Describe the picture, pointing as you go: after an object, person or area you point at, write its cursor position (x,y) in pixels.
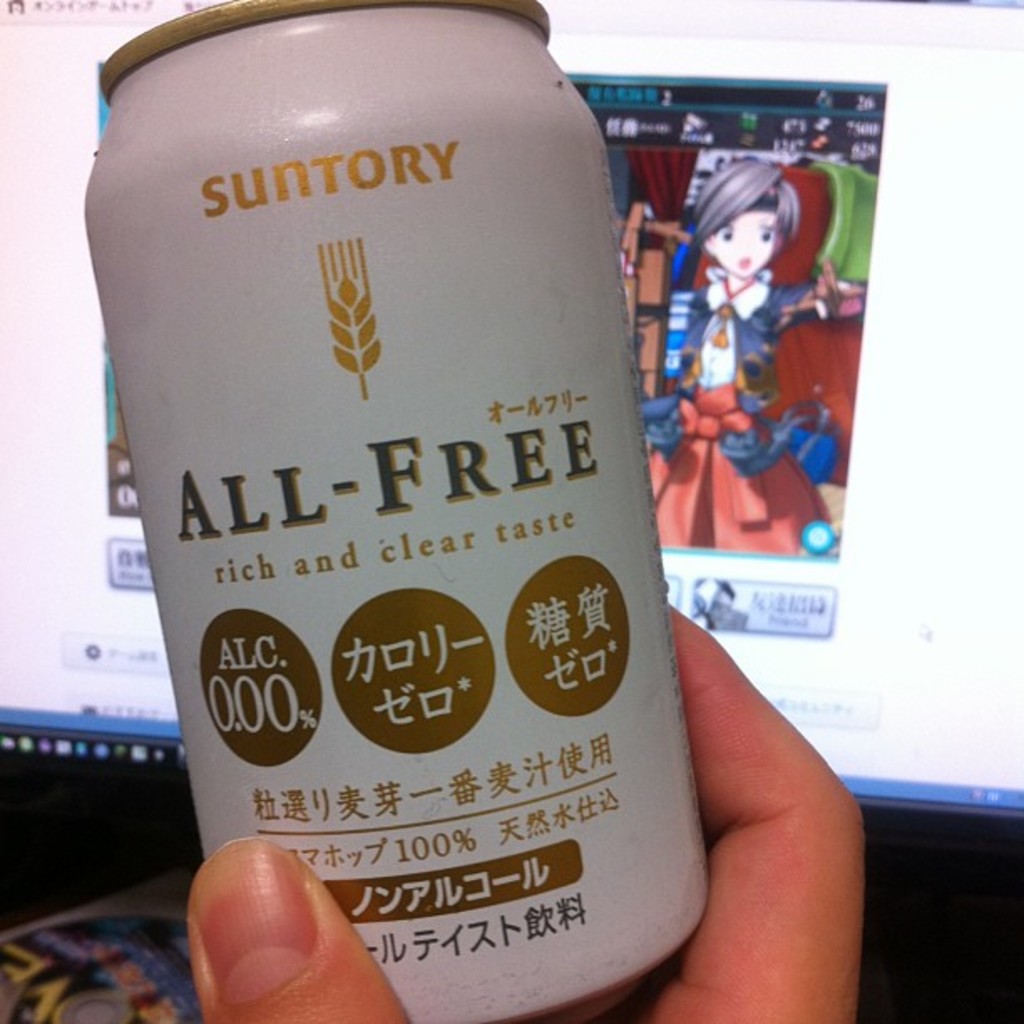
In the foreground of the image (630,902) we can see a person (742,847) holding a can (454,506) with some text (554,819). In the background (76,302), we can see a screen (51,322) with animated picture (772,464) and a disk (121,989) placed on the surface (164,910).
